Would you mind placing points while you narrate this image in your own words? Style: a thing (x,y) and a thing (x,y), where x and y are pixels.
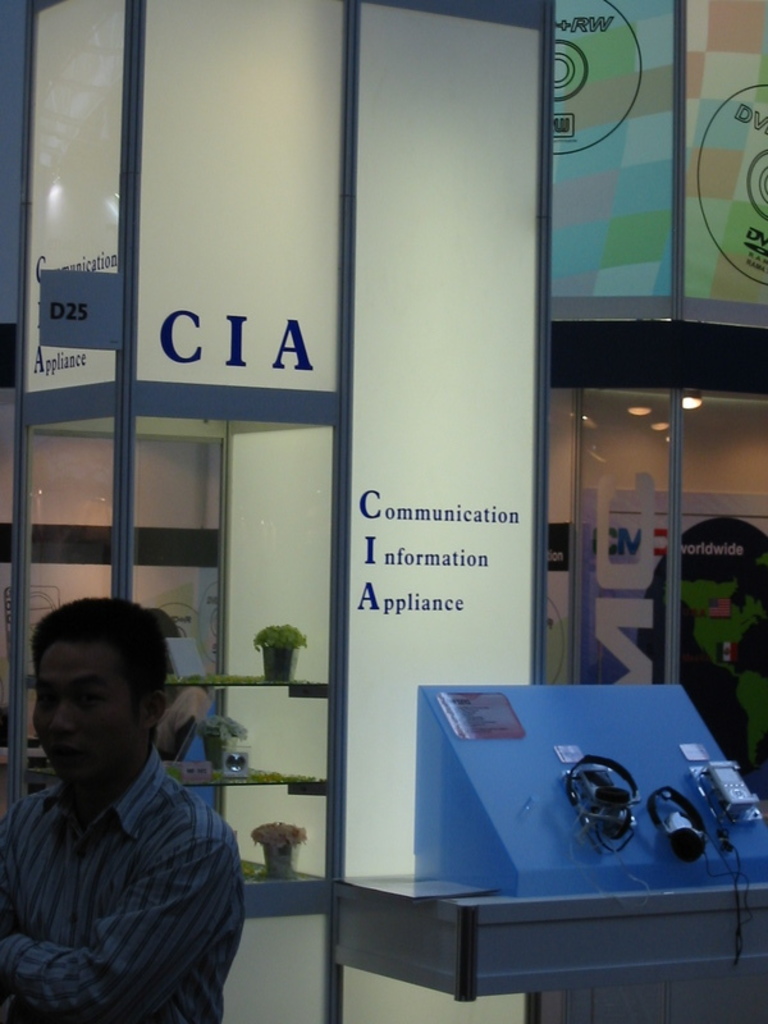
In the foreground of the image (690,816) we can see some headphone (614,829) placed on the surface (571,742). On the left side of the image (88,885) we can see a person (106,789), and group of plants (286,645) are placed on racks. In the background (635,139), we can see a banner (416,444) with some text (652,530) and some lights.
